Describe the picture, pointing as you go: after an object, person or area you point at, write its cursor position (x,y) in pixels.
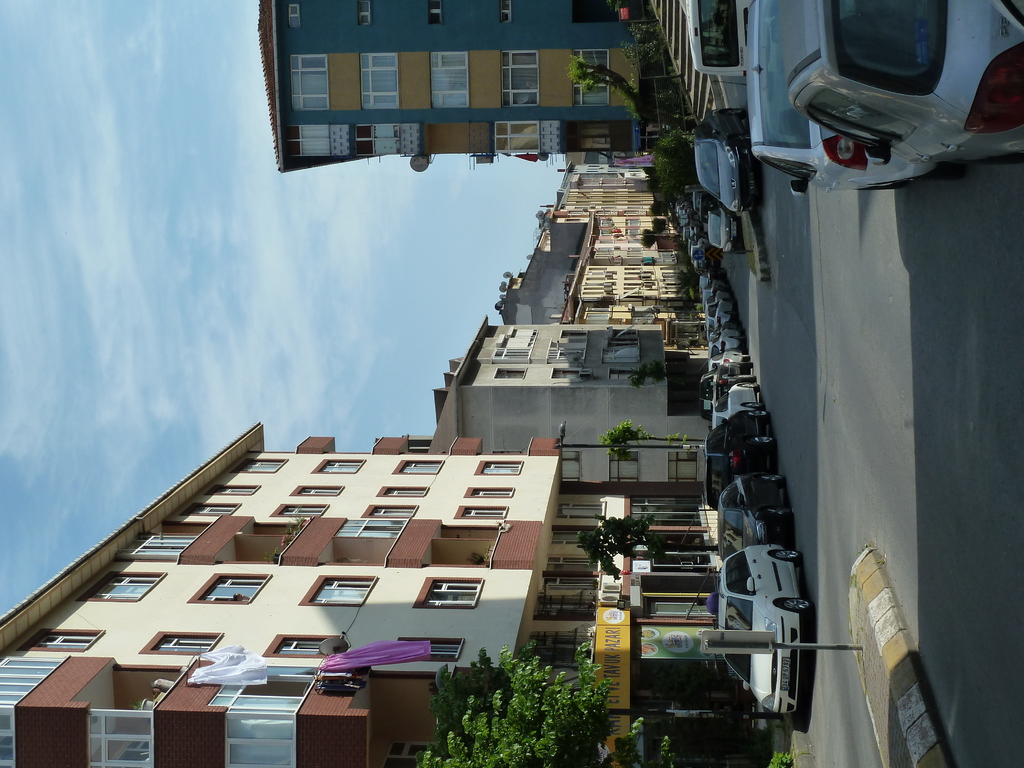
In front of the image there are cars (894,51) on the road (840,559). There is a board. There are buildings (519,467), trees (451,754), poles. At the top of the image (360,194) there are clouds (319,316) in the sky (296,288).
